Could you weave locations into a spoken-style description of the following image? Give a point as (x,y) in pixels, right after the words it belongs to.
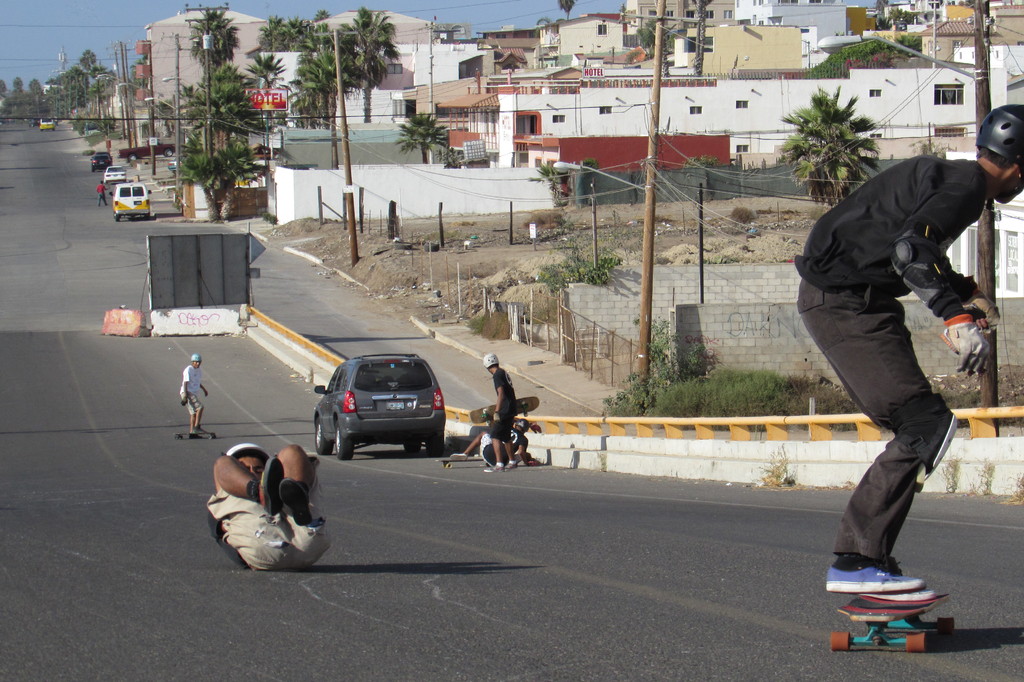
In this image there is a road (520,658). There are people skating on the road (232,338). There are vehicles (320,438) parked. In the background of the image (219,41) there are houses (256,36) and trees (344,45).
